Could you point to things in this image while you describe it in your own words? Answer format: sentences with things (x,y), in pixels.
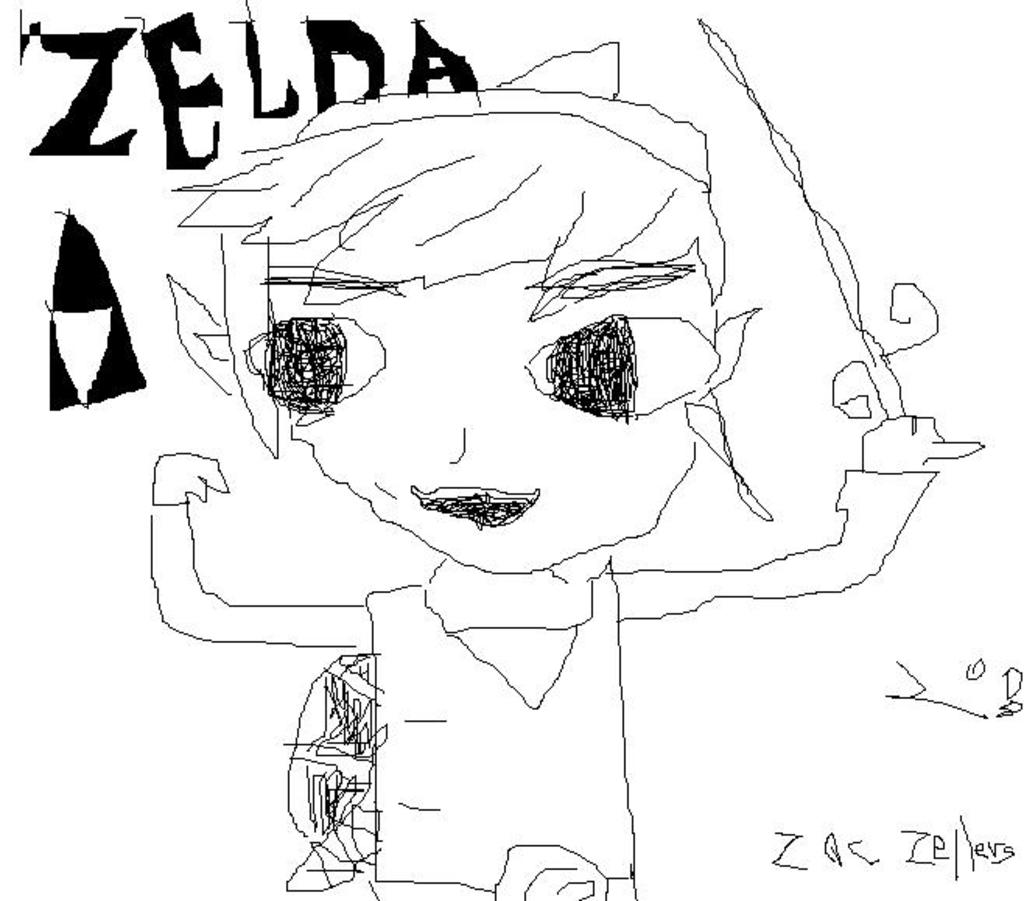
In this picture I can see there is a drawing (508,745) of a boy (589,781) and he is holding a object (847,372) in his left hand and there is a triangle (72,284) and something written. The backdrop (19,325) is a white surface (972,499).
